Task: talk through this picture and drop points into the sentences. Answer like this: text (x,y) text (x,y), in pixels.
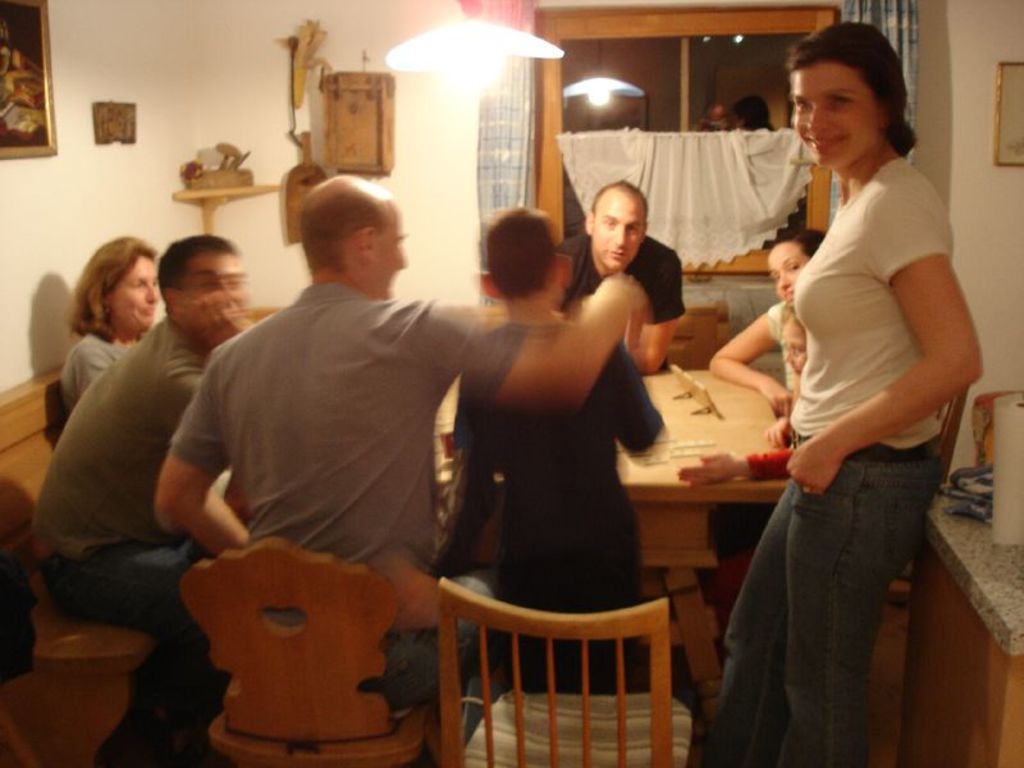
In this image, there are group of people (646,329) sitting on the chair (342,576) in front of the table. And one woman (871,35) is standing near by table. The background wall (217,130) is white in color on which photo frame (10,21) is mounted and a lamp (494,67) is hanged from the ceiling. In the background (504,13) middle, a window (794,219) is visible and a curtain (649,178) is visible of white and blue in color. This image is taken inside a room (20,281).
